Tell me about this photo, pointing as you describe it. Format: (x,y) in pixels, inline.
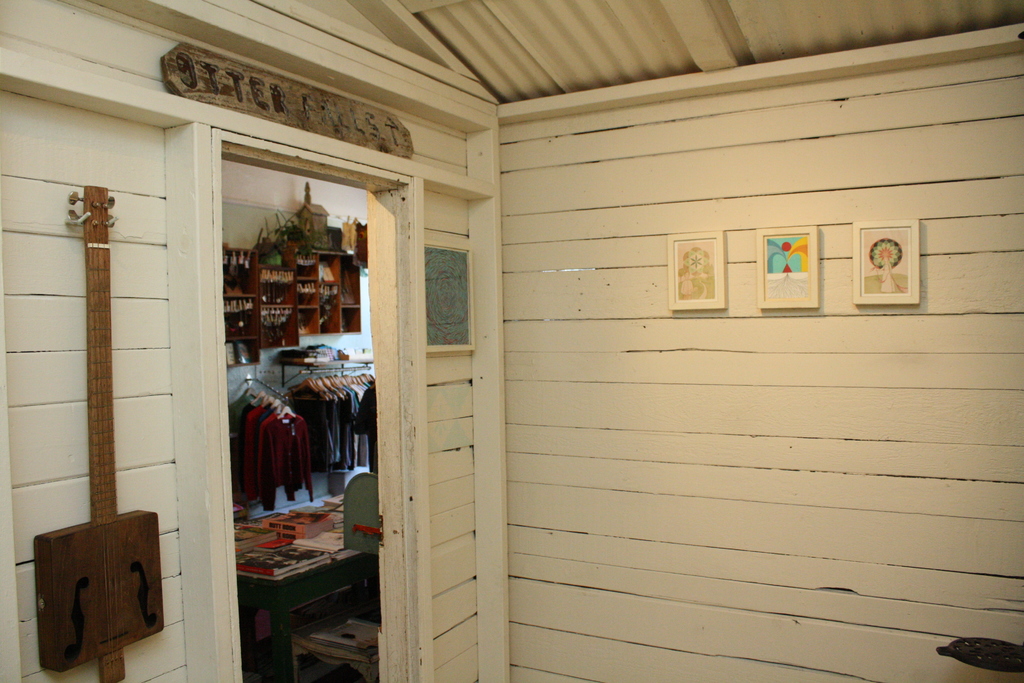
In this image there are photo frames (470,304) and a guitar (109,251) on the wooden wall (531,425), on top of the entrance (220,217) there is a name board (336,119), from the entrance (380,593) in the other room (362,591) we can see clothes (268,445) on the hanger (276,410) and there are some objects (285,317) on the cupboards (299,282) on the wall (300,341) and there are books (288,516) and some other objects (368,529) on the table (326,576).
